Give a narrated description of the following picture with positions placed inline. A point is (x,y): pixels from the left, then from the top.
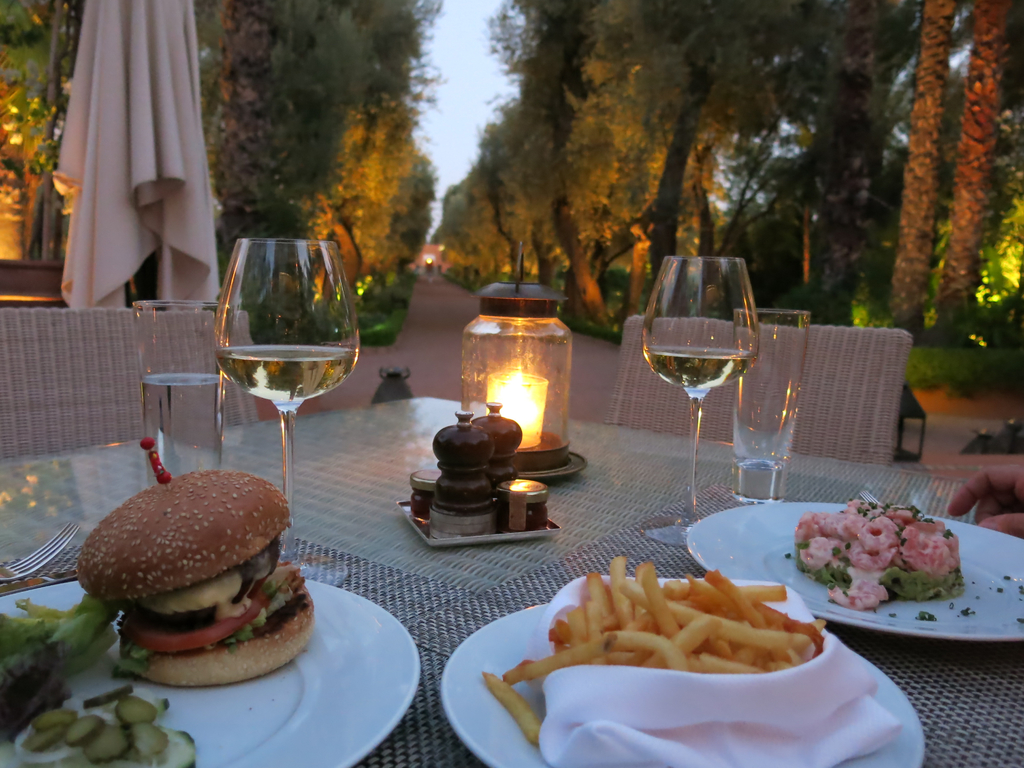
This is table (617,536). On the table (569,550) there are plates (353,629), glasses (288,279), candle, and food (597,575). These are the chairs (68,349). Here we can see some trees (499,179). This is road (421,340) and there is a sky (487,83). And this is cloth (139,131).
